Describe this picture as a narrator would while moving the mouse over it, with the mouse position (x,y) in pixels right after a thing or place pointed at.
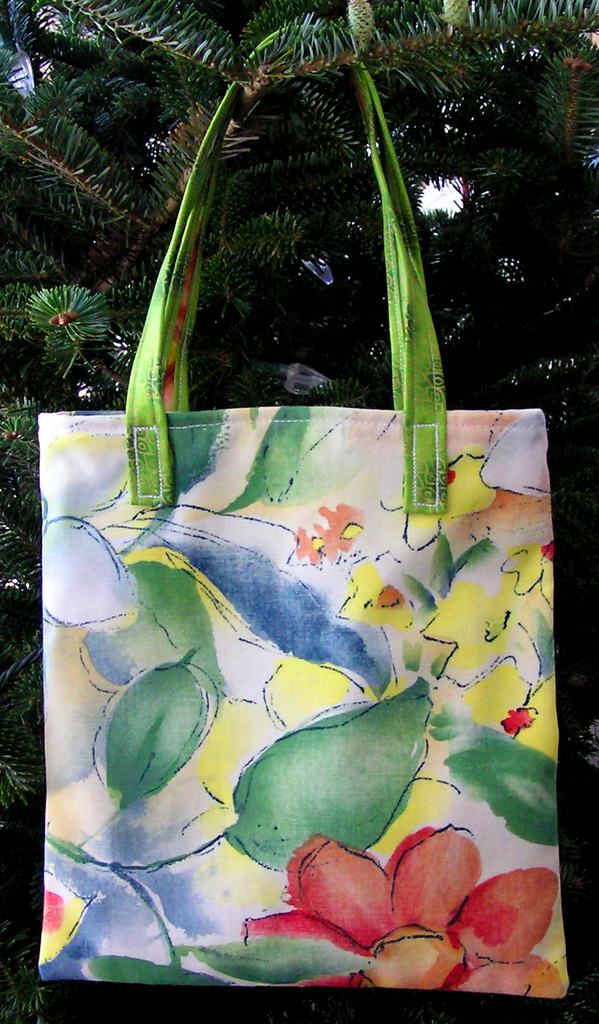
here in this picture we can see a bag (259,600) hanging from the tree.
